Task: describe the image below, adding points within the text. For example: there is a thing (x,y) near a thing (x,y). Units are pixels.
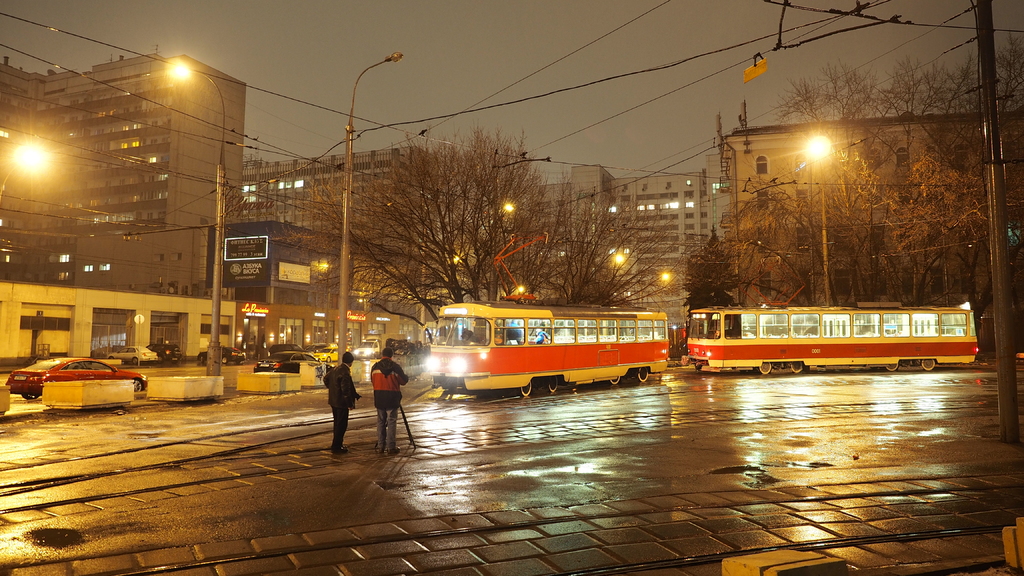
These are the two trams (633,358) on the tramway track (267,438). These are the windows (305,185) and lights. I can see the street lights (175,78). This looks like a current pole (989,89) with the current wires (604,82) hanging. These are the trees (842,191). I can see the cars (235,353) on the road (156,374).
